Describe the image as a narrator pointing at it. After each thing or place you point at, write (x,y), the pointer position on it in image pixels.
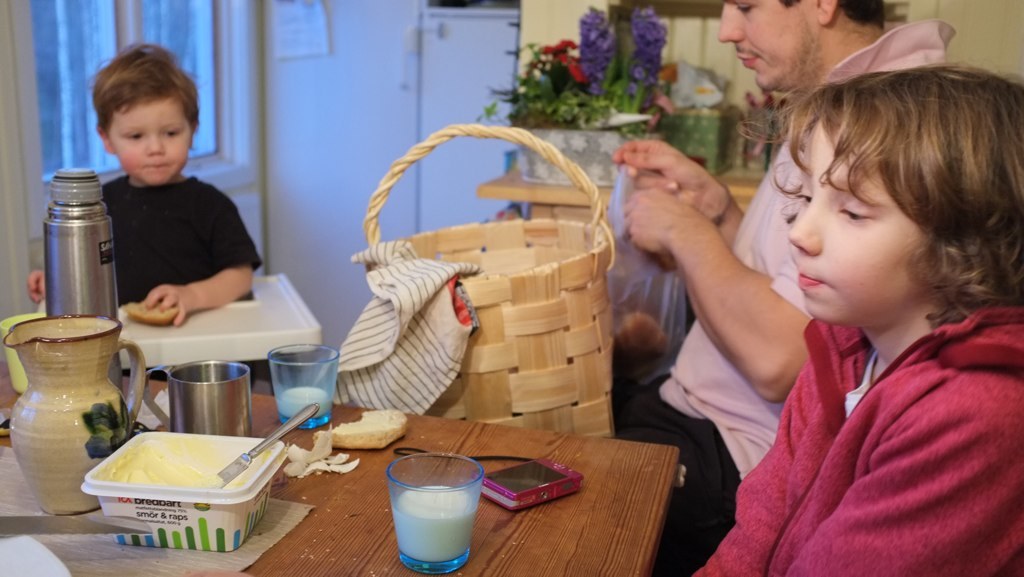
In this image I can see glasses (420,524), jug (65,479), camera (499,476), bread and other utensils (229,509) on a table (487,445). There is a basket (475,367) and a cloth (358,364) on it. 3 people (977,168) are present in the room (515,171). There are flowers (579,104) at the back (597,105) and there is a window (97,29) on the left (79,29).
